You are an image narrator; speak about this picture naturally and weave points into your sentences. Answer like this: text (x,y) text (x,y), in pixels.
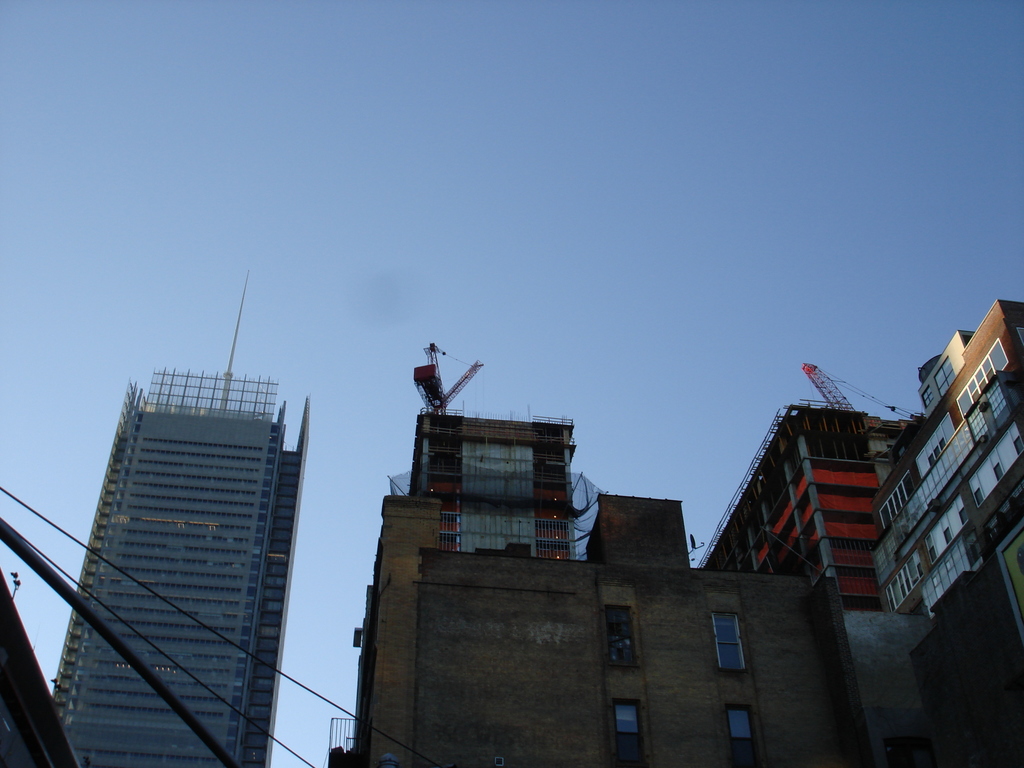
In the picture I can see tower buildings (376,756), ropes (199,620), cranes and the plain blue color sky (344,344) in the background (341,320).
